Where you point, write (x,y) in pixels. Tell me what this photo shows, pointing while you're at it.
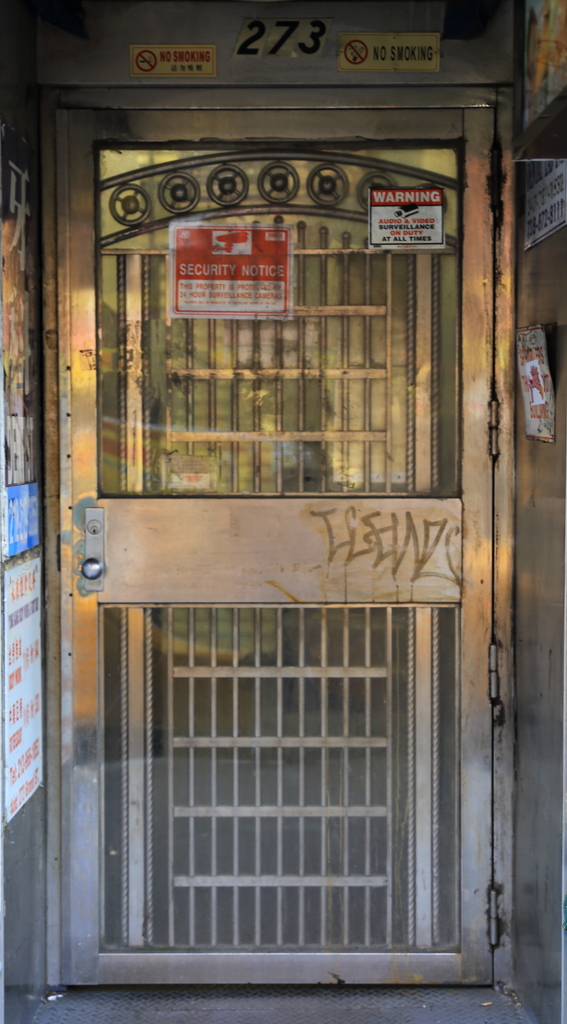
In this image I can see the door (282,678) and I can see few boards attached to the door (310,345). On both sides of the door (81,676) I can see few more boards (13,642).
